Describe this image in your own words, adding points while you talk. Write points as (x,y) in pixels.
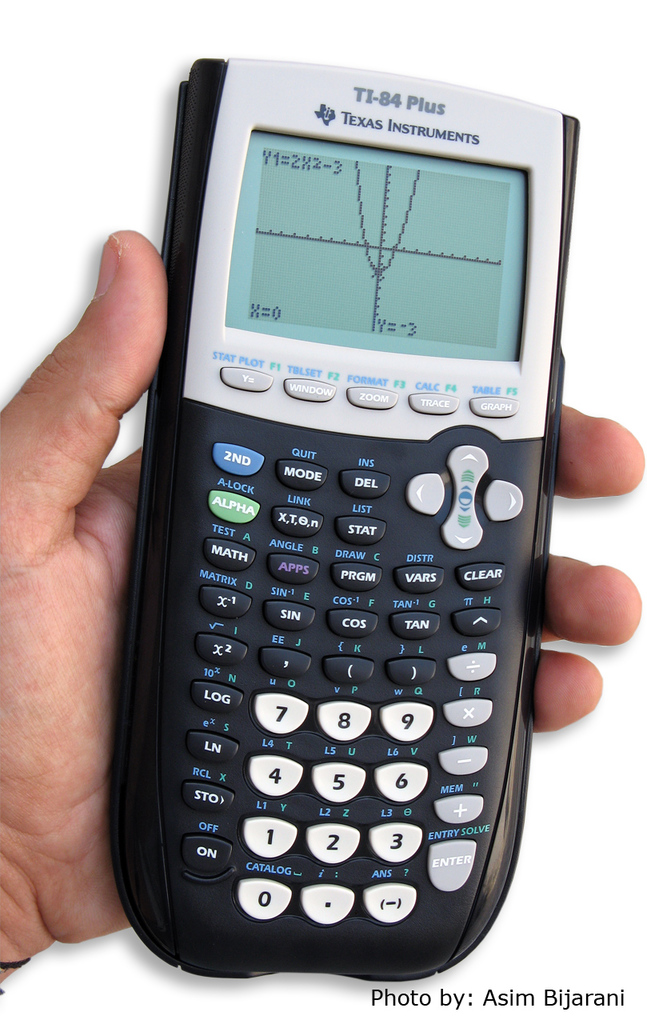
In this image we can see a person's hand (83,674) holding a calculator (308,674).
